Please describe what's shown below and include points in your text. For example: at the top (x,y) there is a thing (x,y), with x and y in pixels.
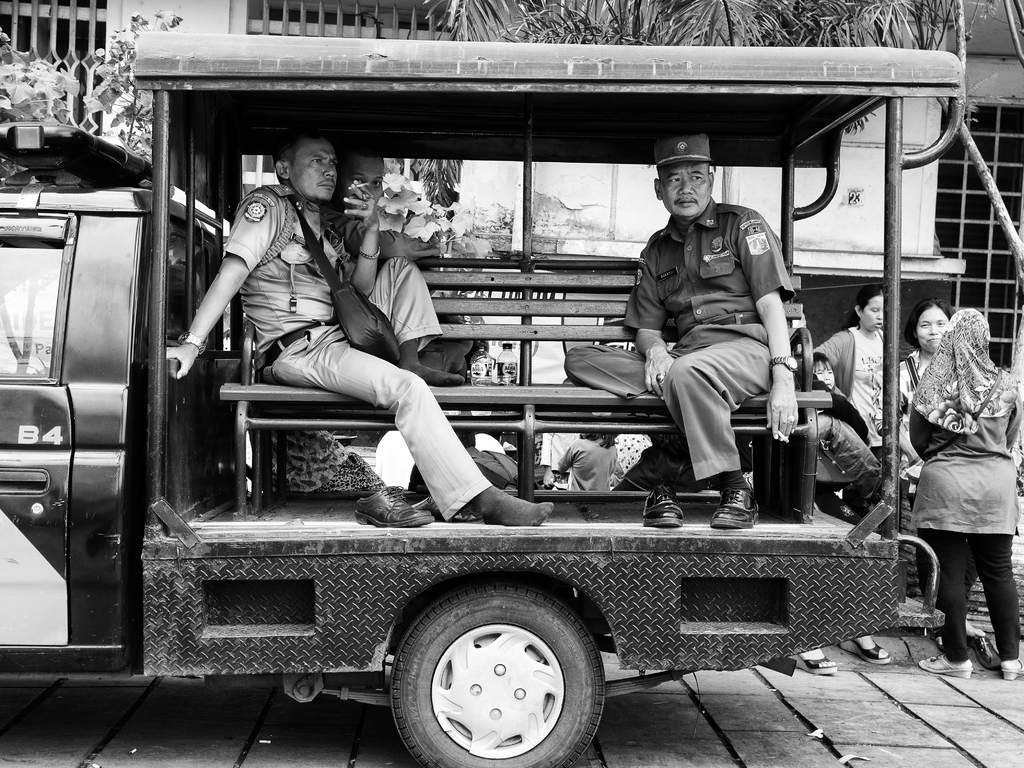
This is a black and white image. In the foreground (11,540) there is a truck (889,475), in the truck (14,254) there are three people (768,326) sitting on benches (552,325), they are smoking. Behind the truck (884,367) there are people (960,424) standing on the footpath (1005,707). At the background (631,181) there are trees (420,202) and building (975,47).
